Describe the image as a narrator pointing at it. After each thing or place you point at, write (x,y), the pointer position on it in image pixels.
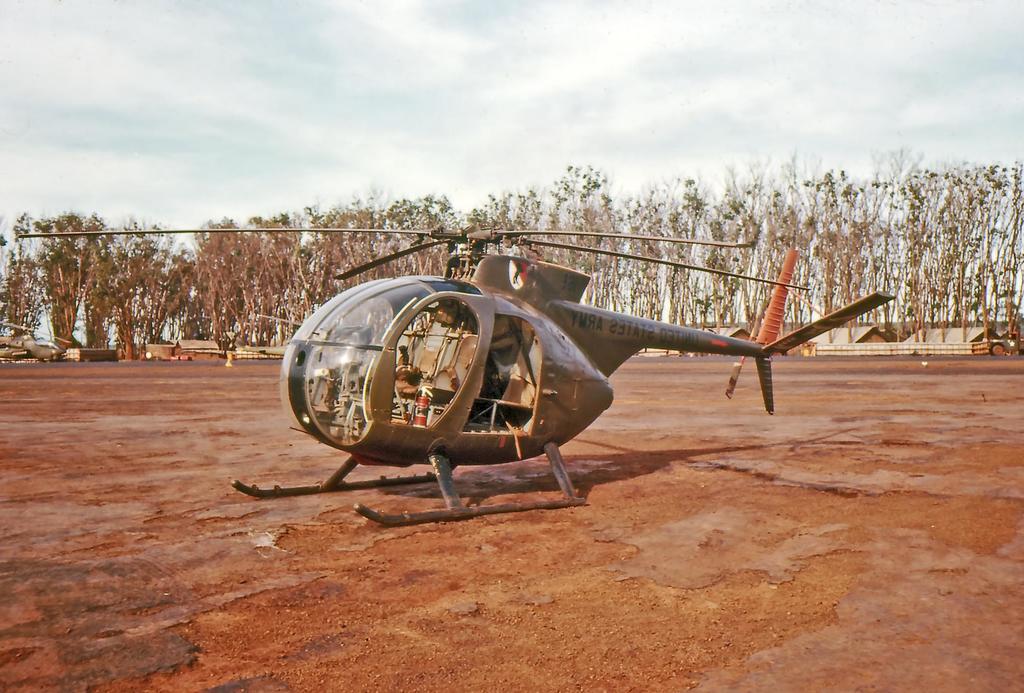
In this picture I can see a helicopter (549,395) on the ground (518,559), behind there are some houses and trees (72,290).
